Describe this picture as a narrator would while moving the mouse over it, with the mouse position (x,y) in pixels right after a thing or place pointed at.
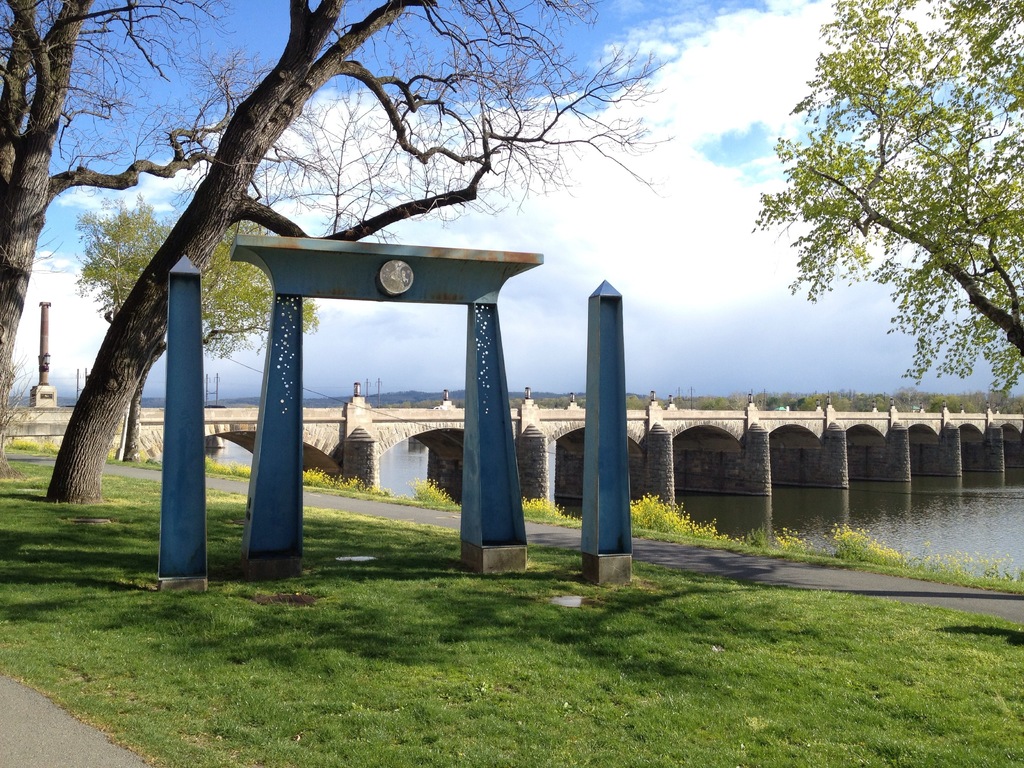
In this picture we can see poles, arch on the ground (702,682), here we can see a bridge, trees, under this bridge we can see water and we can see sky (799,291) in the background (799,291).
